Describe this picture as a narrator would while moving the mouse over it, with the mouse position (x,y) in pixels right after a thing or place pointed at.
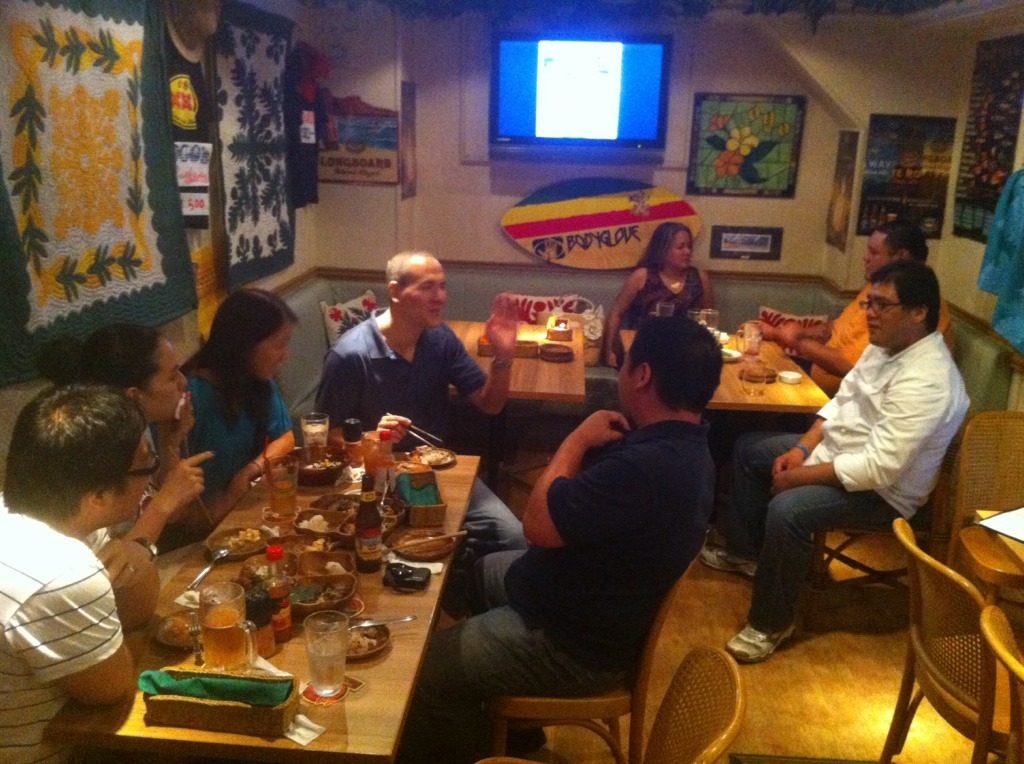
In this image there are few persons (574,486) sitting on chair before a table (456,528). Few picture frames (716,236) are attached to the wall (351,27). At the right side (1011,506) there is chair (982,594) and table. On table (395,683) there are glasses (225,604), plates (222,532), spoon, jar (228,633) and bottle (367,536) on it. There is a television screen (565,117) mounted on the wall (497,184). There is a hat (181,46) at the top of the image (186,24).
